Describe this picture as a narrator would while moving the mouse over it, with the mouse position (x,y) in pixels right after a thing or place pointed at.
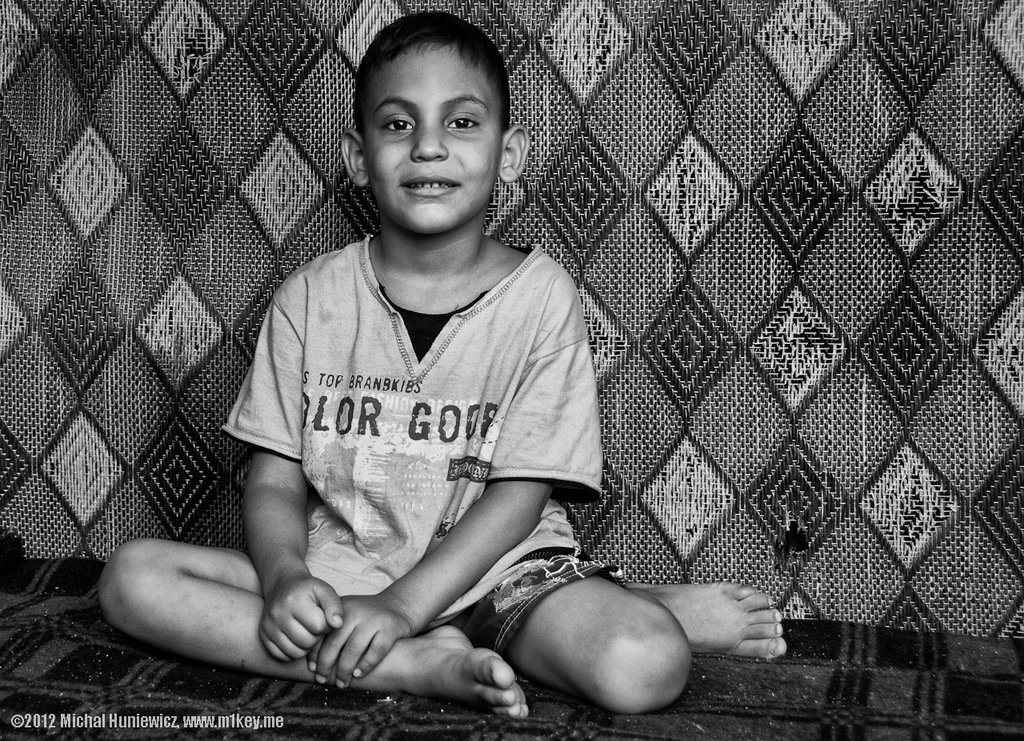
Here in this picture we can see a child (433,579) sitting on a bed (11,641) over there and he is smiling and behind him we can see a blanket (78,148) present over there.
